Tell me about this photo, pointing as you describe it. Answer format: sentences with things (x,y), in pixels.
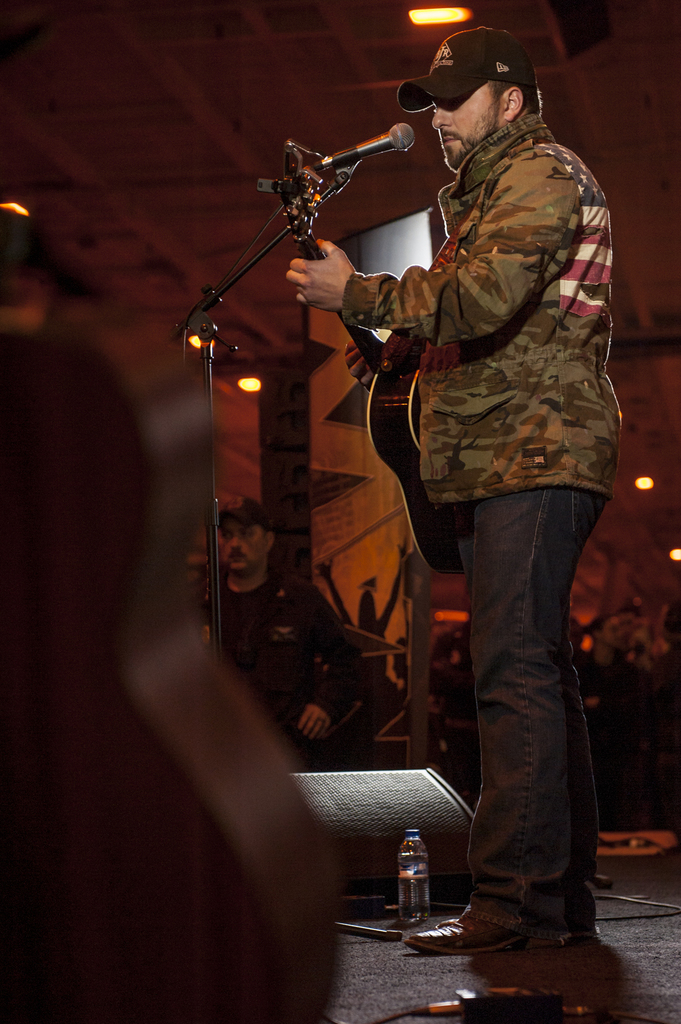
The person (498,611) wearing black jeans (515,635) is playing guitar (414,398) in front of a mike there is also another wearing black shirt (282,621) in the background (276,618).
